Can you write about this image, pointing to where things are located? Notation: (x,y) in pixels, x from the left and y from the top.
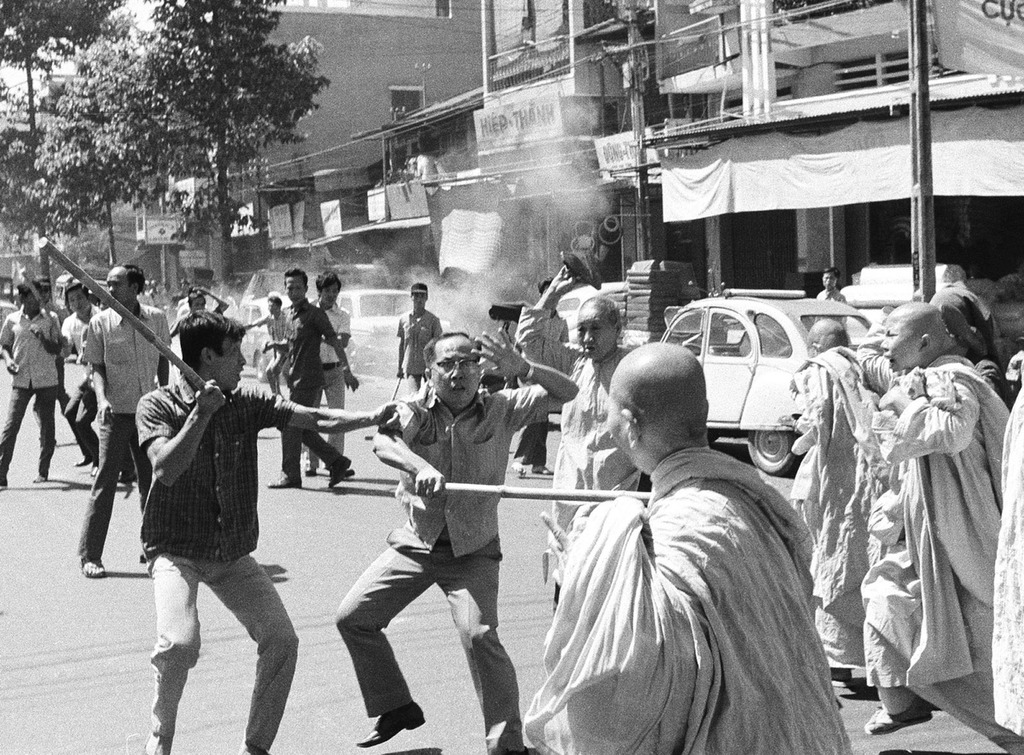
In this image, in the middle (447,465) there is a man (433,486), he wears a shirt (454,520), trouser (431,563), shoes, he is holding a stick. On the left (224,544) there is a man (224,579), he wears a shirt (198,516), trouser (224,579), he is holding a stick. In the foreground (675,553) there is a person (663,601). On the right (923,496) there are people (848,421), vehicles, buildings (765,268), posters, poles (636,110), text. In the background (795,146) there are many people (93,434), vehicles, trees (199,136), buildings (265,202), road (56,496).
